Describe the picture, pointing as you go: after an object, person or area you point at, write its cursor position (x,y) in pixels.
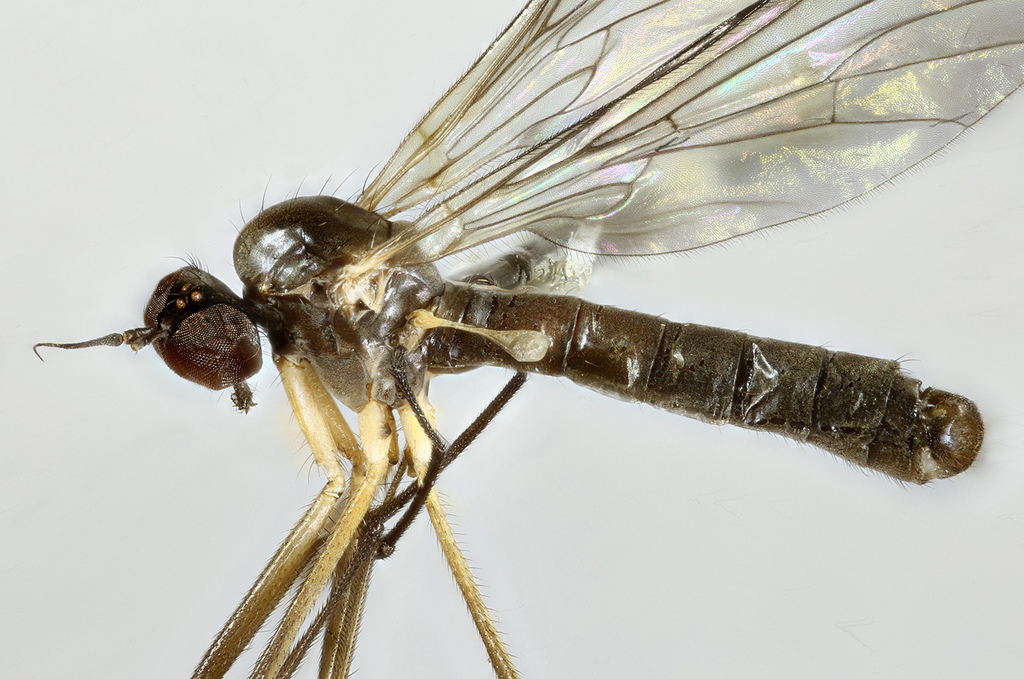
In this image I can see an insect (510,386) in the front (410,313). I can see the colour of the insect (744,336) is black and cream. I can also see white colour in the background (96,233).
